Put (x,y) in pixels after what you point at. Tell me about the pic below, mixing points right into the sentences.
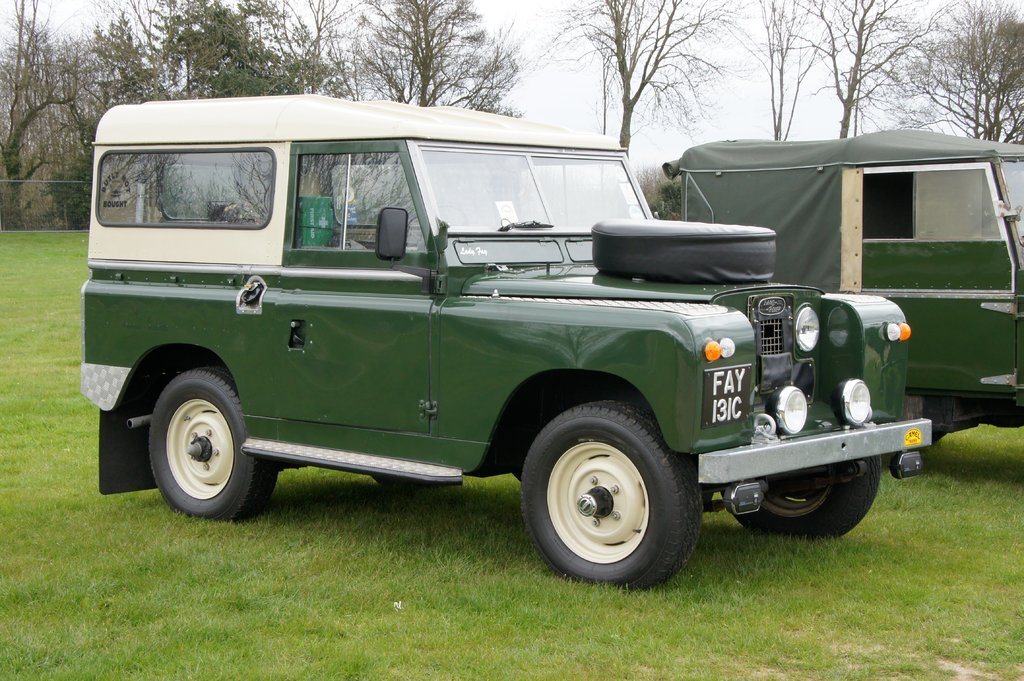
In this image there are two jeeps (343,340) on the surface of the grass (57,403), in the background of the image (99,107) there are trees (394,84).
